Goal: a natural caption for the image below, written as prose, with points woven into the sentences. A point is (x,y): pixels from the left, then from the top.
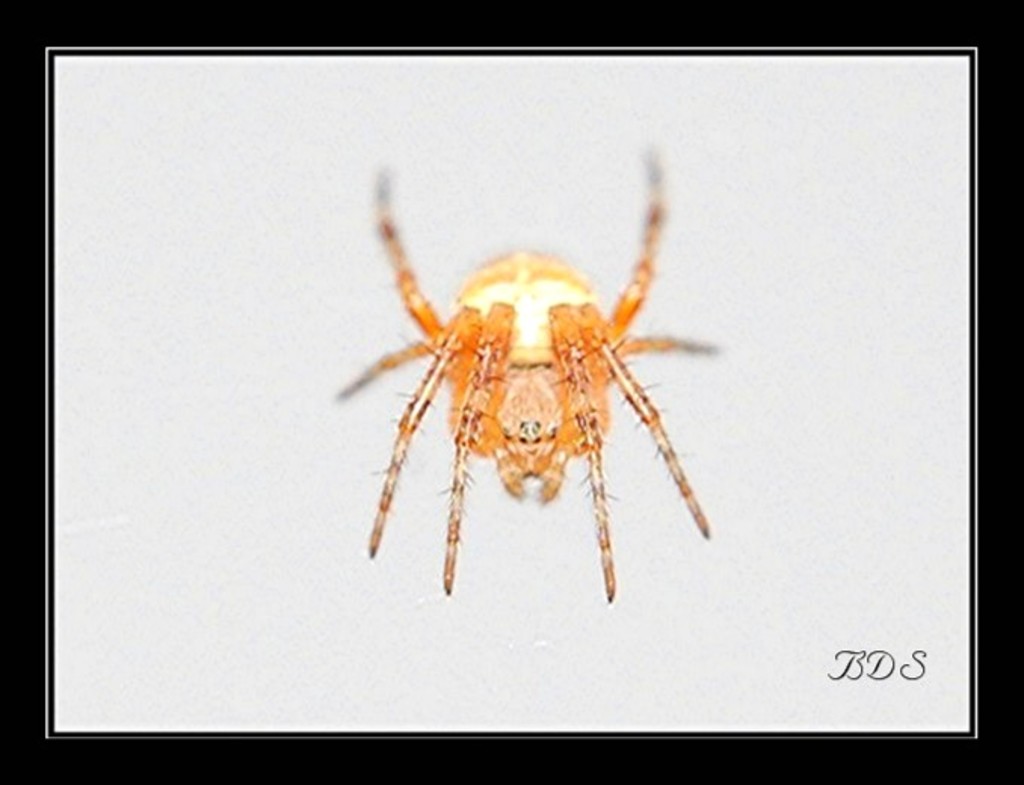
In the center of the image (517,438) we can see a spider (514,451).
